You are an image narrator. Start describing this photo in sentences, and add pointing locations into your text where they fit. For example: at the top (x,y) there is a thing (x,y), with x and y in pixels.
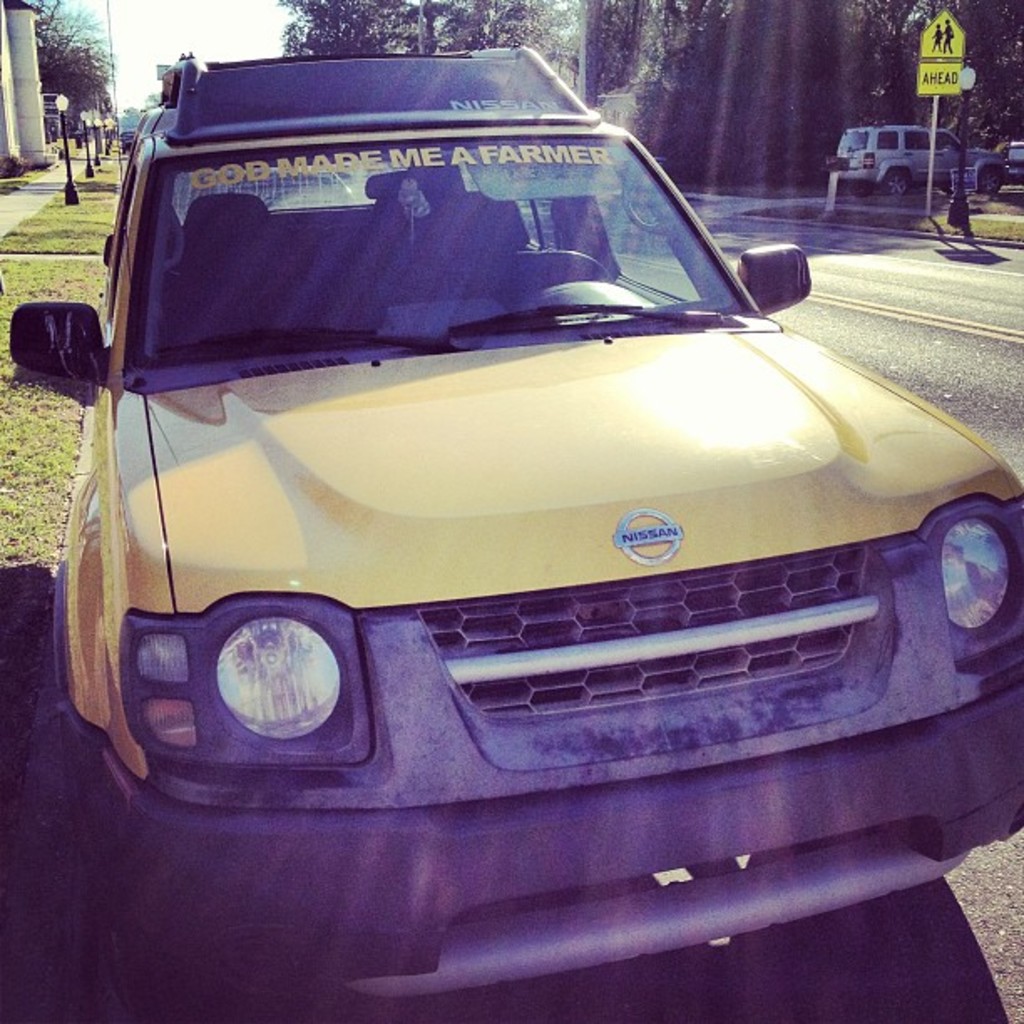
This is an outside view. Here I can see a car (693,612) on the road (807,952). On the left side (30,477), I can see the grass (40,268), few light poles (69,147) and a building (29,120). On the right side (881,169) there is another car (917,148) and few poles (957,204). In the background (494,34) there are many trees (456,46).
